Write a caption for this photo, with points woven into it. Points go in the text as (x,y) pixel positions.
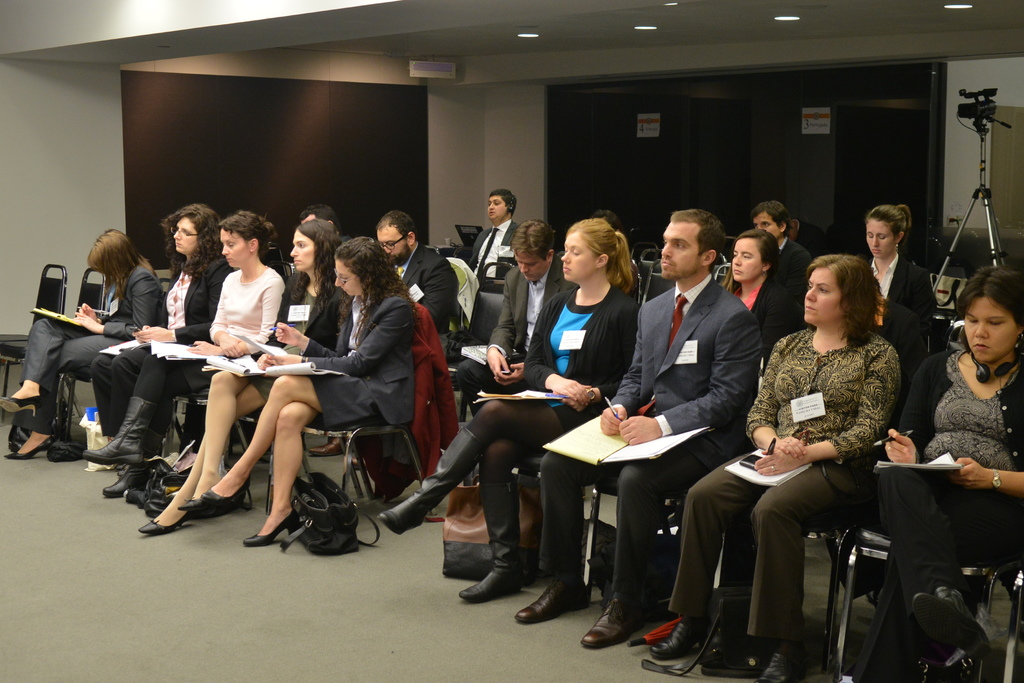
In this image we can see people (771,383) sitting there are books (487,393), pens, bags (345,521) and a mobile (749,465). On the right (962,108) there is a camera (989,110) placed on the stand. At the top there are lights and we can see boards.
